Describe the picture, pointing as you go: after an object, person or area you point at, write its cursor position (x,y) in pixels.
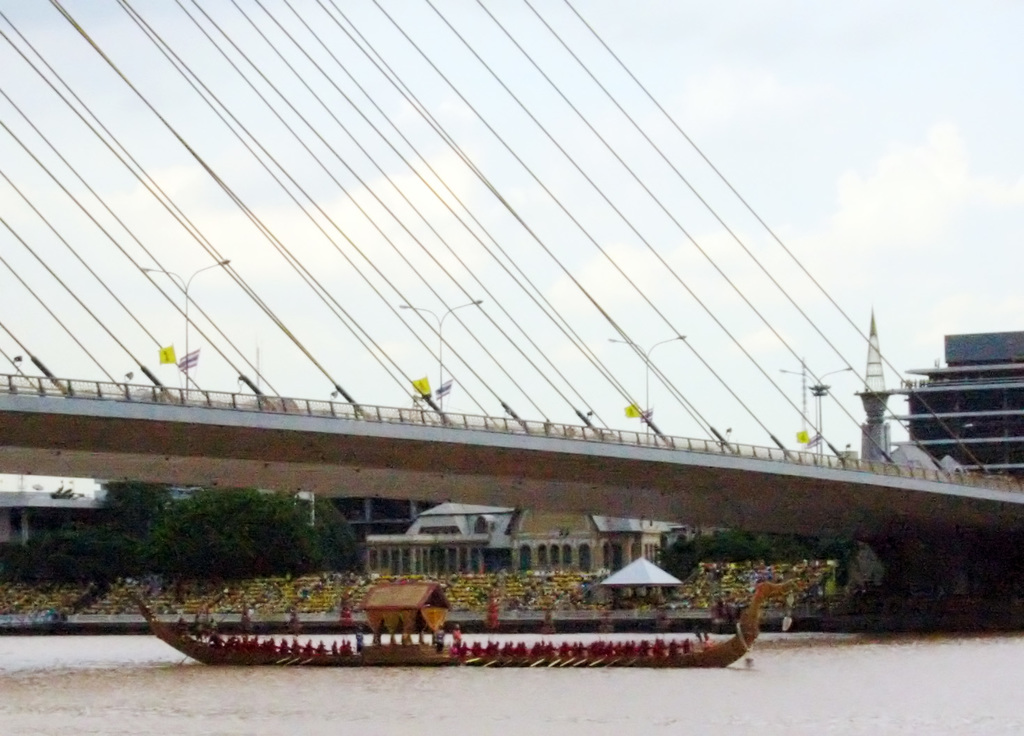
In this image we can see a boat (393,617) in the water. And we can see some buildings (467,523). And we can see some trees (217,529). And we can see the bridge (314,409). And we can see some lights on the bridge (716,448). And we can see the clouds (418,135) in the sky (310,111).
